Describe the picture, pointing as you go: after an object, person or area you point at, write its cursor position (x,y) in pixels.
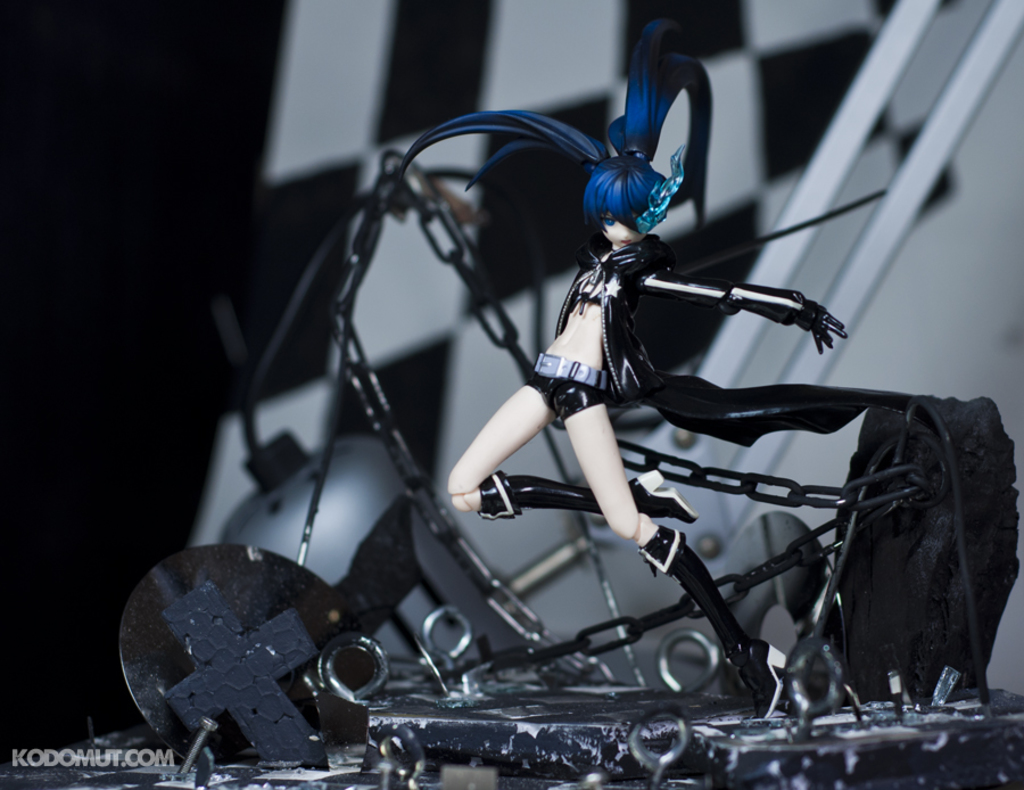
This is an edited picture. In this image there is a toy (634,115) standing and at the bottom (568,677) there is an object (900,595). At the back (775,193) it looks like a board (586,67). On the left side of the image (75,336) there is a black background (92,392) and at the bottom (109,763) there is a text (87,766).
